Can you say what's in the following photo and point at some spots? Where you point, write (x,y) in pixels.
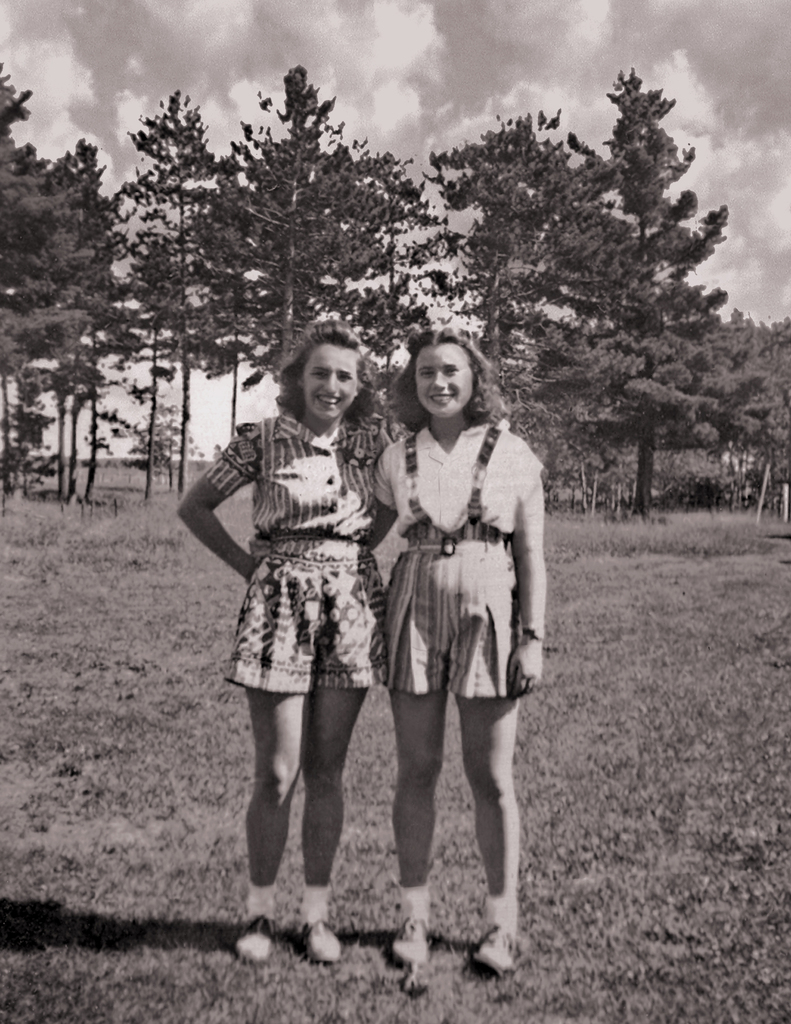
In this picture I can see 2 women (348,443) in the front (410,628), who are standing and I see that both of them are smiling. In the background (219,85) I see number of trees (322,296) and the sky (496,111). I can also see that this is a black and white picture.
